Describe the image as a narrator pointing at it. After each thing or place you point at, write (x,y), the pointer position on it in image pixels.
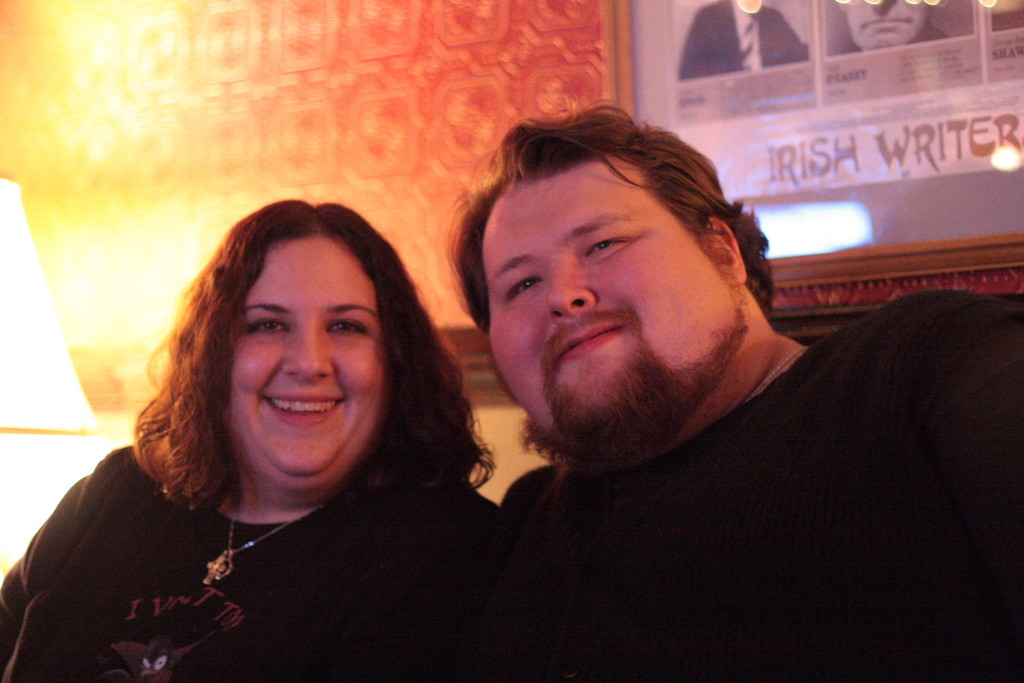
In this picture we can see a man (753,487) and a woman (294,482) are smiling in the front (295,468), on the right side (855,277) there is a photo frame (944,251), we can see some text (891,138) in the frame (877,114), on the left side (40,368) there is a lamp (25,376).
